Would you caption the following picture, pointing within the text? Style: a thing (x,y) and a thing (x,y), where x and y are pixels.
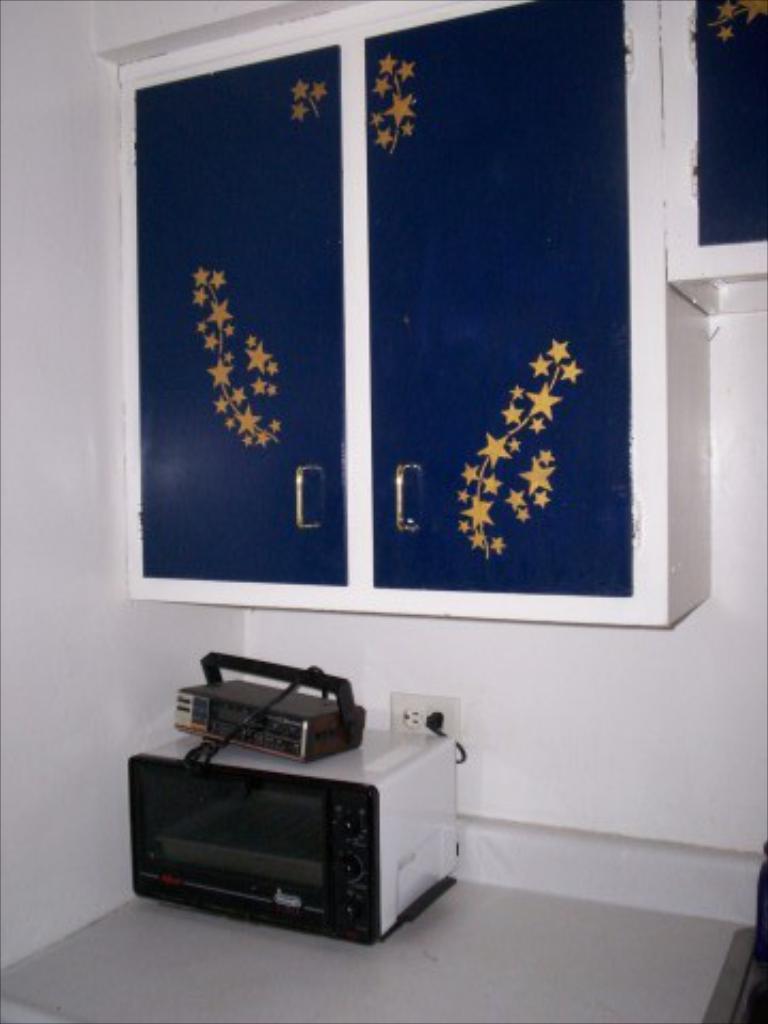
In this image I can see some device (305,852) on the counter (478,946). In the background (427,552), I can see the cupboards (588,390) on the wall (744,460).
